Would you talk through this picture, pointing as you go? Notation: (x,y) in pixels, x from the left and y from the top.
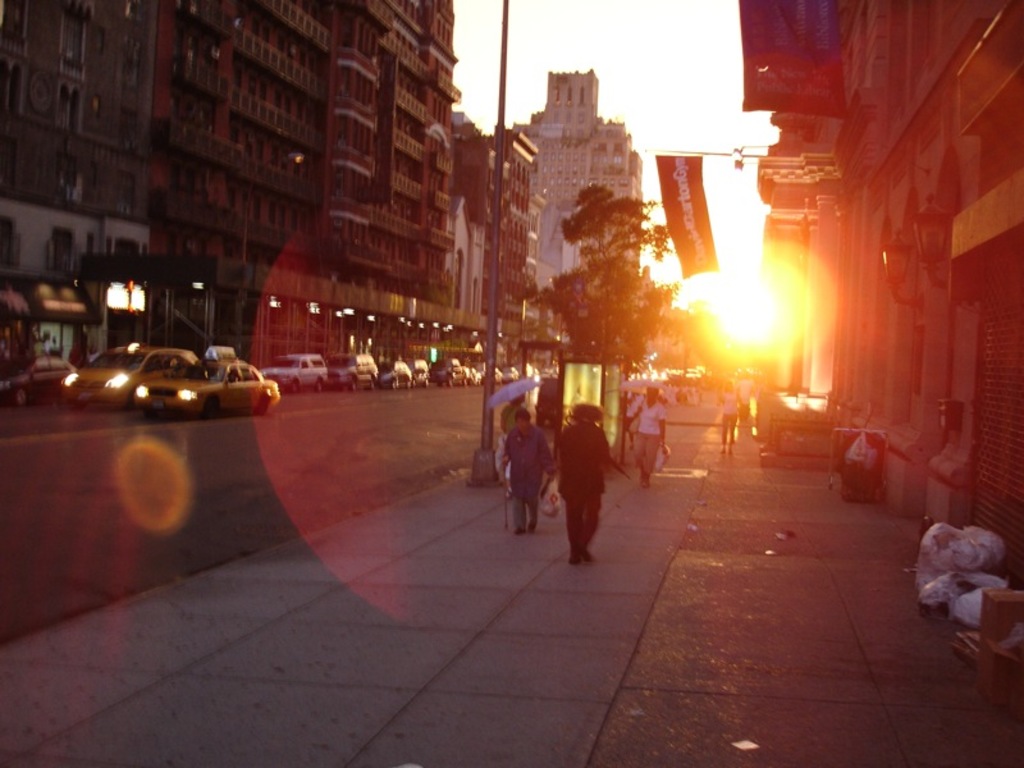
In this picture I can see buildings (560,161) and few cars (337,375) on the road (182,441) and I can see few people (581,447) walking on the sidewalk (46,715) and I can see a human (502,435) holding umbrella (516,392) and I can see trees (646,321) and a banner (684,189) with some text (686,209) and I can see sky (655,146).
